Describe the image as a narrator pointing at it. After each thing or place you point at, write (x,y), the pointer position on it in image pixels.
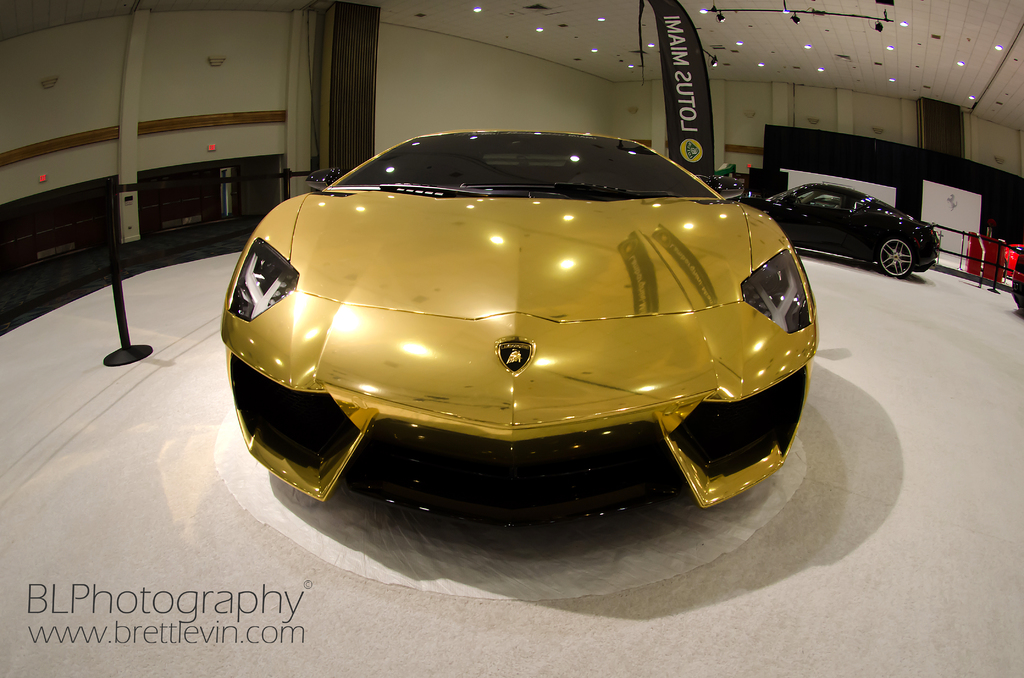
In the picture we can see a car (432,417) which is gold in color and which is placed on the white color floor (24,473) and beside it, we can see a pole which is black in color and behind the car (504,386) we can see another car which is black in color and beside it, we can see a railing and in the background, we can see a wall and to it we can see a banner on it we can see a name lotus Miami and to the ceiling (633,27) we can see the lights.
